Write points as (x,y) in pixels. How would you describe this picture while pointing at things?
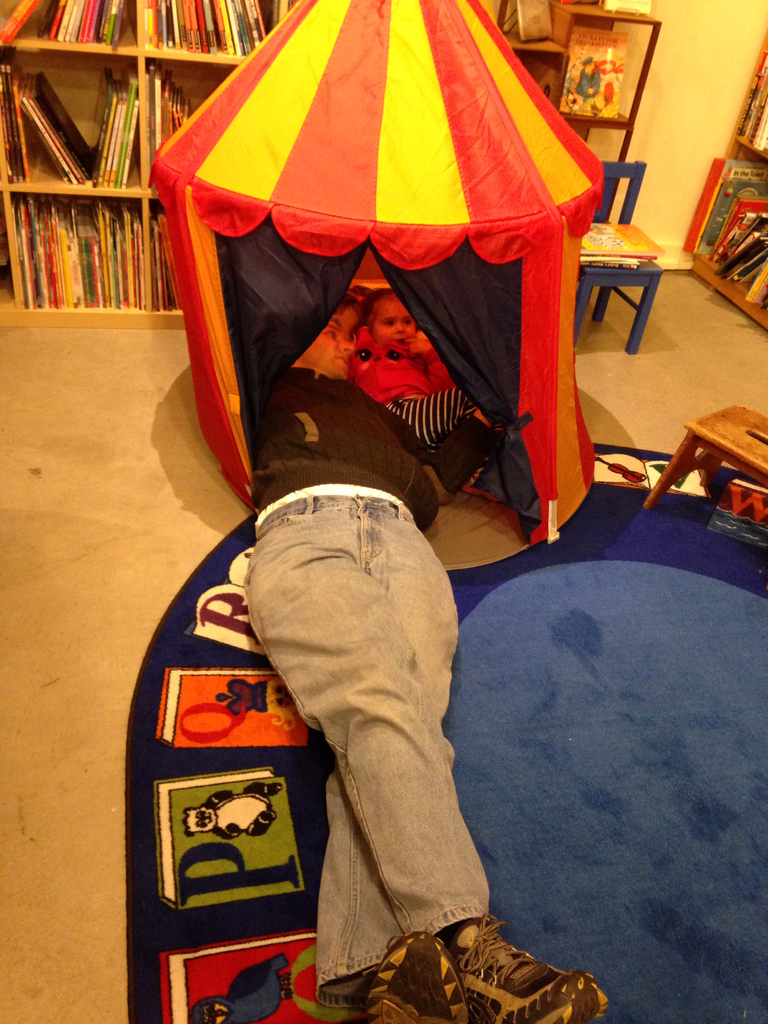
This is an inside view. Here I can see a small tent (308,140) on the floor (193,466). Under the tent (512,211) a baby (354,366) and a man (367,529) are lying. At the bottom (651,797) there is a blue color mat (558,748) on the floor (109,908). On the right side (716,461) there is a small table (711,419). In the background (41,108) there are many books (60,128) arranged in the racks (135,312) and also there is a small chair (638,325).
